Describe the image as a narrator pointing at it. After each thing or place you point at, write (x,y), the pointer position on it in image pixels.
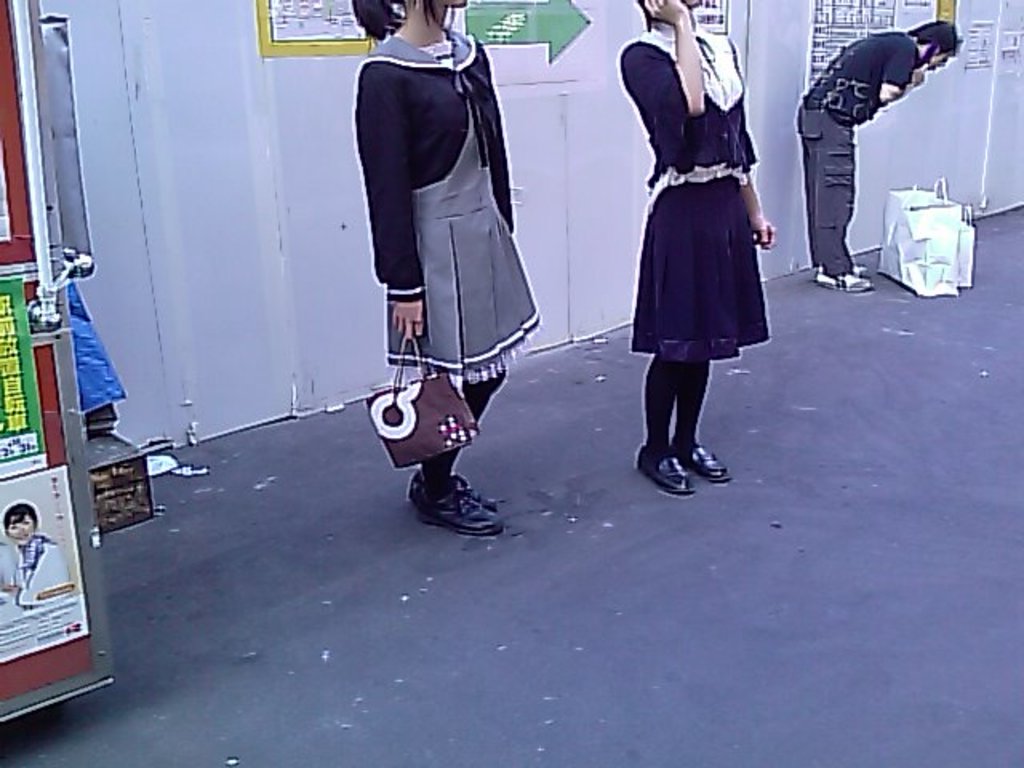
In the foreground of this image (732,257), there are two women (519,323) standing where one is holding a bag (419,417). On the left (41,399), there are few objects (61,406). Behind them, it seems like a metal wall (239,101), few posters (279,10) on it and a man (889,53) behind in front of few bags (943,258).
